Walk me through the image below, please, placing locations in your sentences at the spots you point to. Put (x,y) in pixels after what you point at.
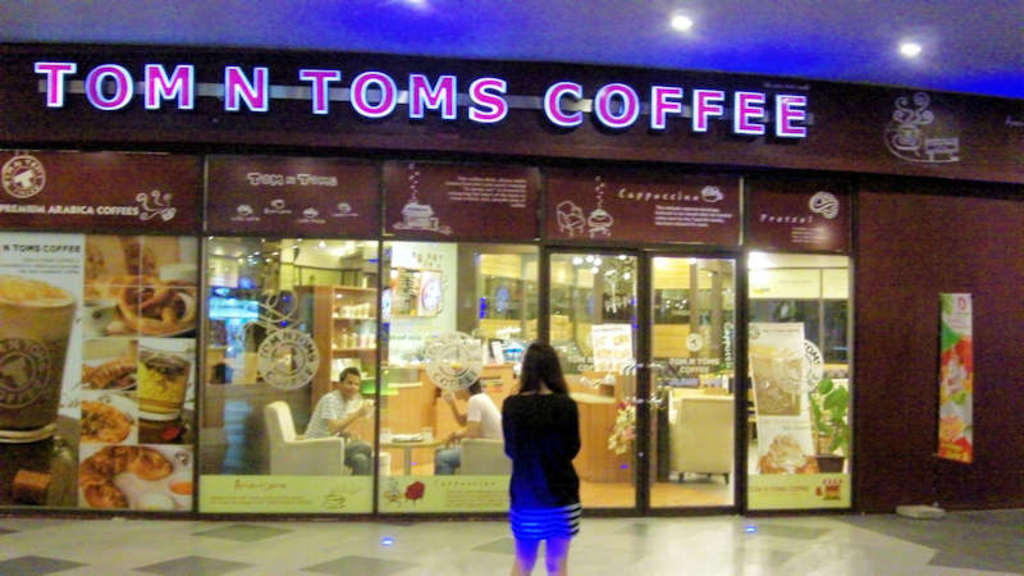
In this image there is a girl (555,467) standing on the floor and in front of the stall (355,245), on the stall (355,245) there is a glass door (668,402) with some images (102,284) and text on it. At the top of the image (316,70) there is some text (383,110) and a ceiling (823,75). In the stall (409,392) there are two people (340,402) sitting on their couch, in the middle of them there is a table (410,446) with some objects (419,437) on it, behind them there are few objects (354,333) arranged in a rack (333,312) and there are few more chairs (689,392) and tables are arranged.
